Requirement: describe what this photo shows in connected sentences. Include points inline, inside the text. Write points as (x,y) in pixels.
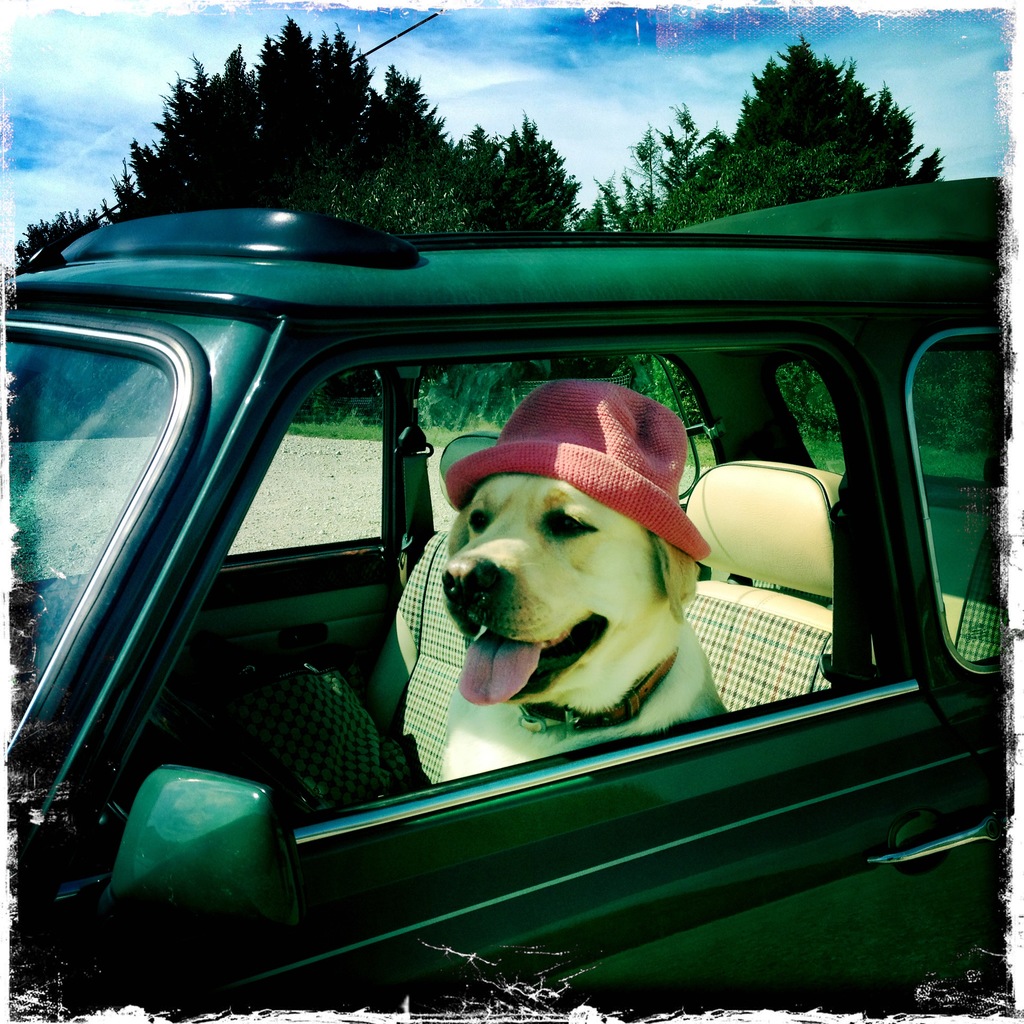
There is a dog (575,611) wearing a pink hat (584,461) is sitting in a dark green car (609,860).
